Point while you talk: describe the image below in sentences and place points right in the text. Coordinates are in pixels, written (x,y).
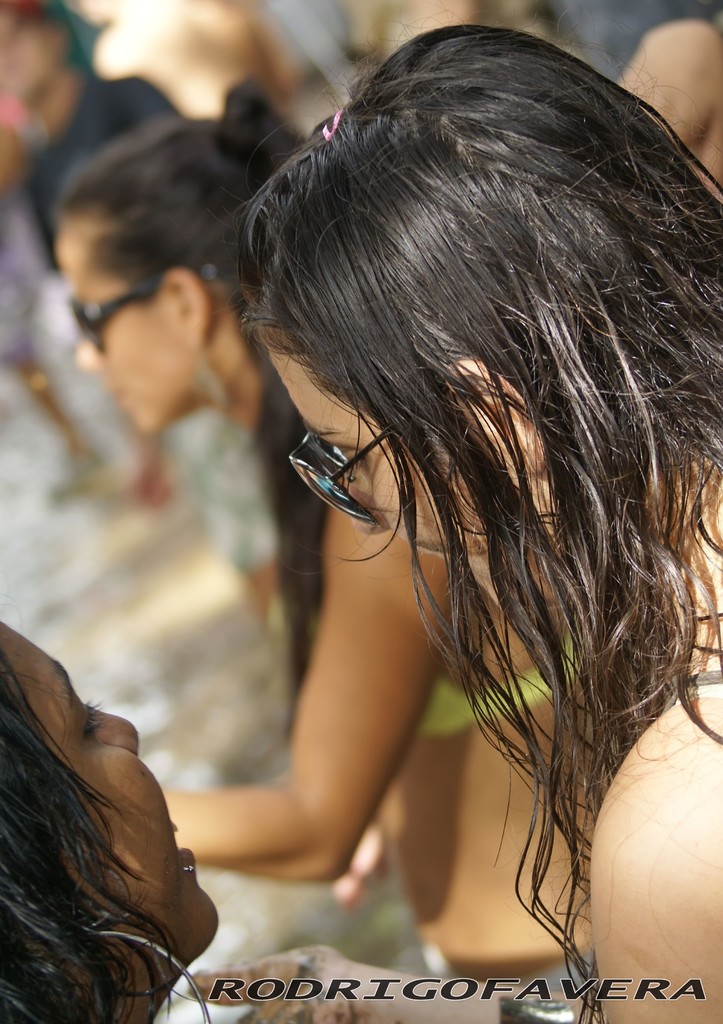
In this picture I can see few people (155,371) wearing sunglasses (289,459) and I can see text (236,982) at the bottom right corner of the picture (544,979).
